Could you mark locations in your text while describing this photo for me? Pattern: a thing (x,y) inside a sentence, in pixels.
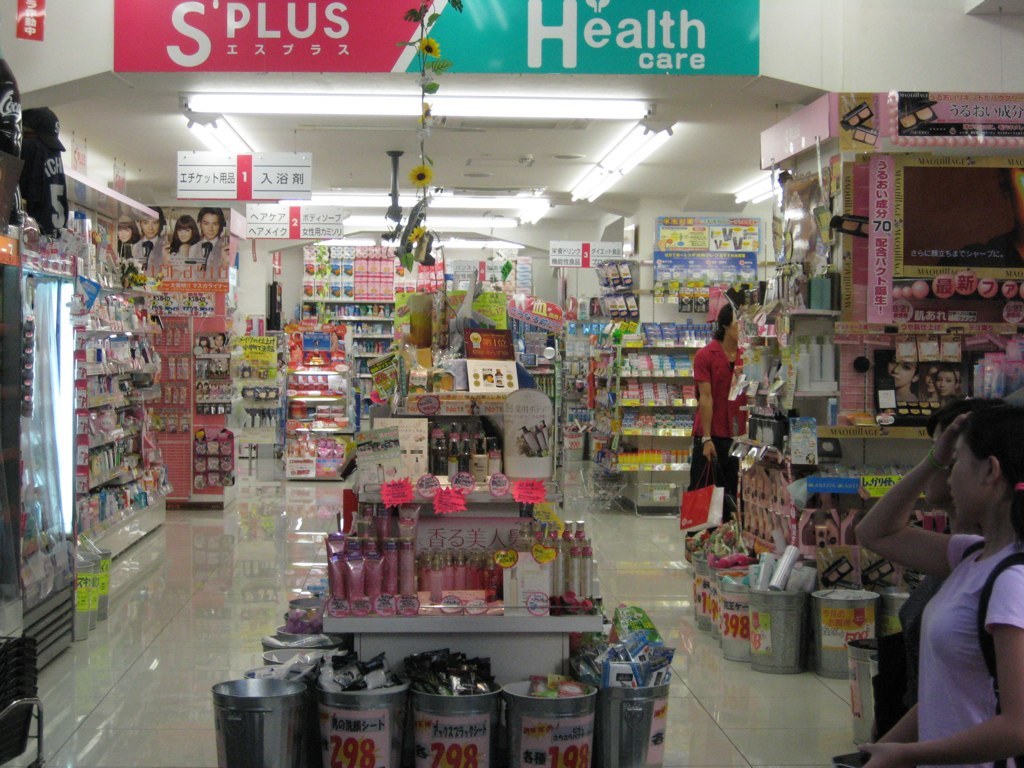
In this picture I can observe a store (502,549). On the right side (705,365) there are some people (976,644). I can observe some accessories (144,424) placed in the racks (641,374).
